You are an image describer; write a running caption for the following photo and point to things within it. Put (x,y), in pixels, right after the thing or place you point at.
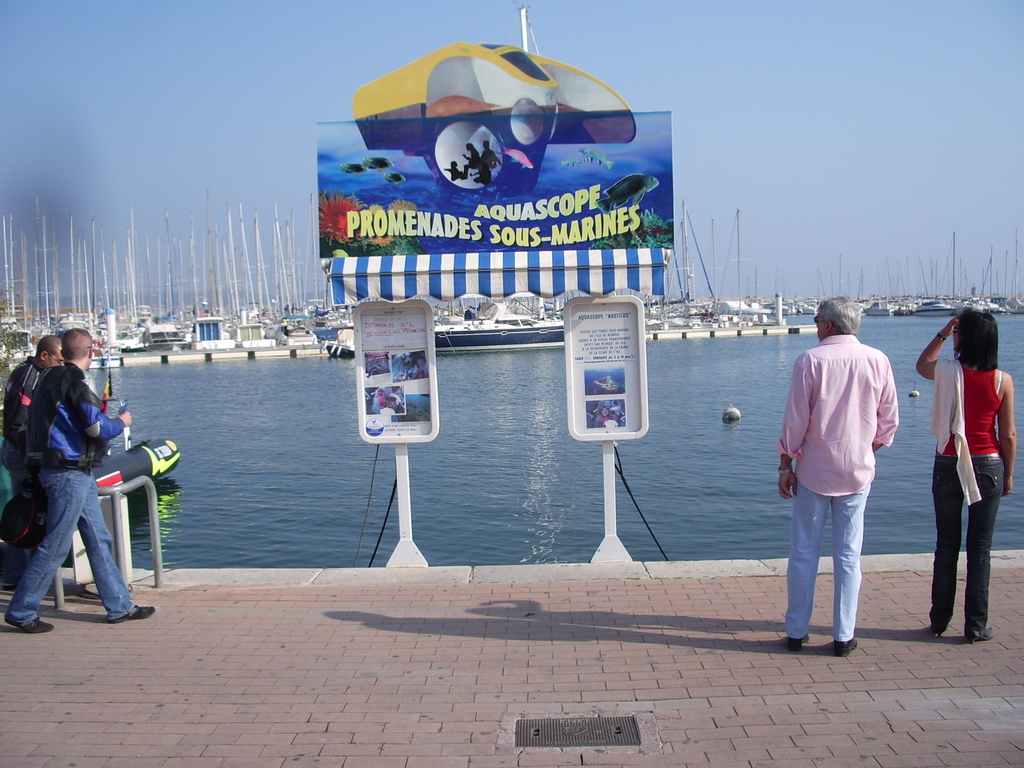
In this picture we can see four persons (58,492) standing here, in the background (456,313) there are some boats (302,305), we can see water (769,420) here, there is a hoarding (470,188) in the middle (602,277), we can see the sky (168,46) at the top of the picture (315,80).
